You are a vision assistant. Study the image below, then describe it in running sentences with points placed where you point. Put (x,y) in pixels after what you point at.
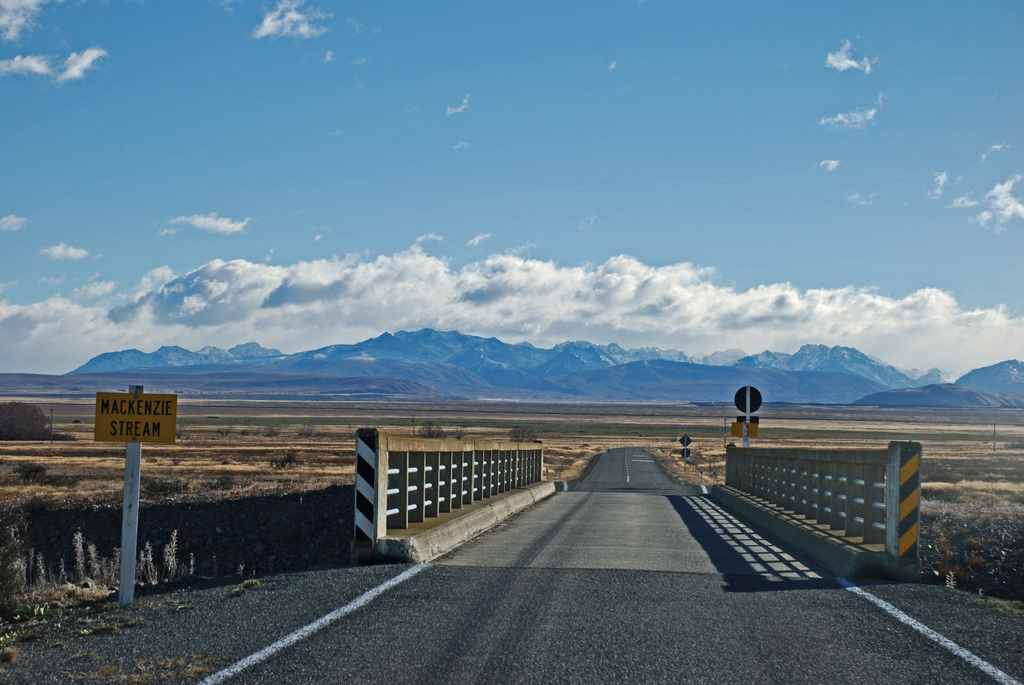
In the image we can see there is a road (669,520) and there is a bridge (669,520). There is a hoarding (127,411) kept on the road (126,631) and behind there are mountains (517,367). There is a cloudy sky (603,178).
